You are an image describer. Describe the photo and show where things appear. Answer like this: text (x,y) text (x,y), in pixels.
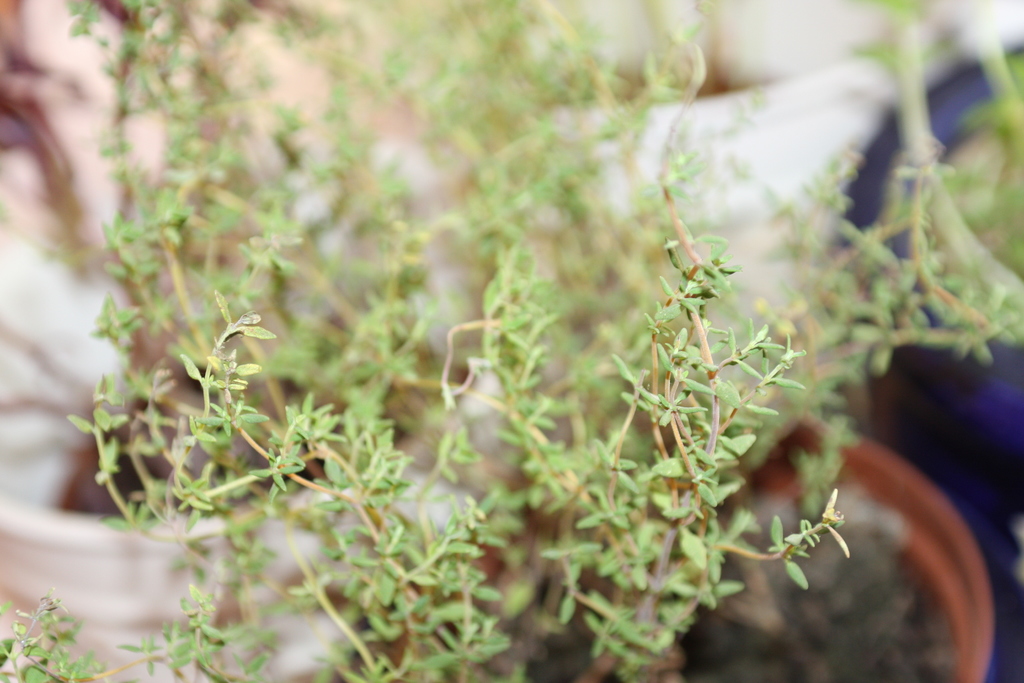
In this picture we can observe green color plant (608,398). On the right side (841,479) there is a brown color plant pot (946,543). In the background (738,106) there are some white color bags (742,249).
